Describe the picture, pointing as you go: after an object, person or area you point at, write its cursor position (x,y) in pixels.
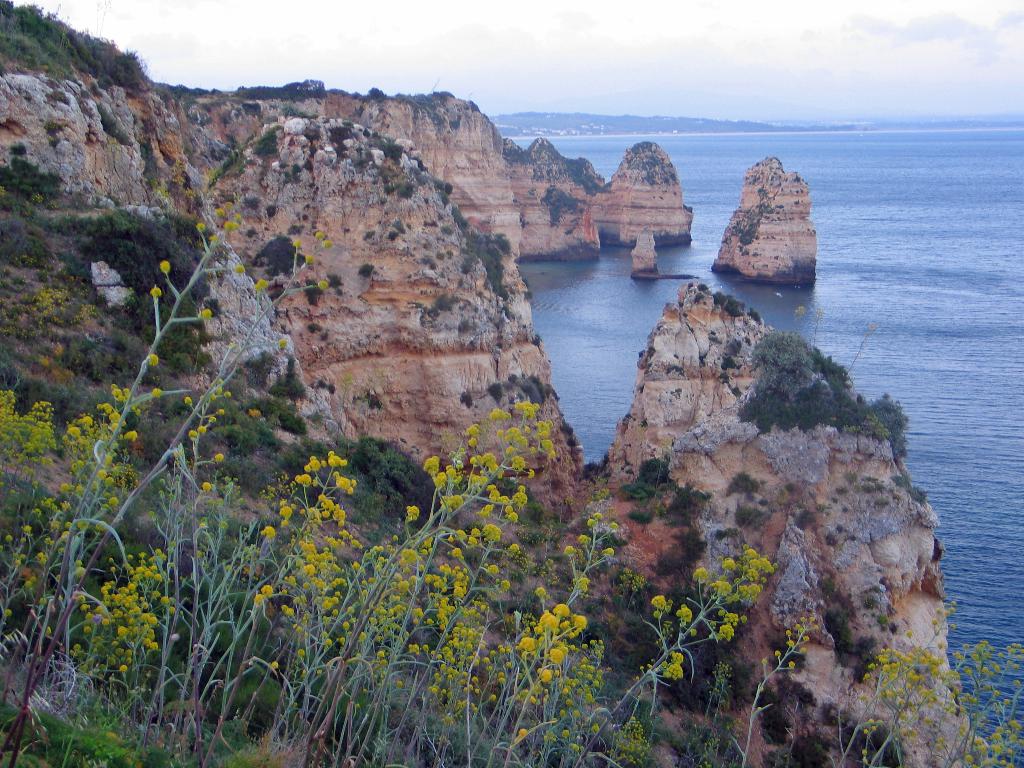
This image is taken outdoors. At the top of the image (475,57) there is a sky (798,44) with clouds (953,45). On the right side of the image (845,255) there is a sea (855,261). On the left side of the image (226,276) there are a few rocks (408,380) and there are a few plants (201,689) on the rocks (775,642).
